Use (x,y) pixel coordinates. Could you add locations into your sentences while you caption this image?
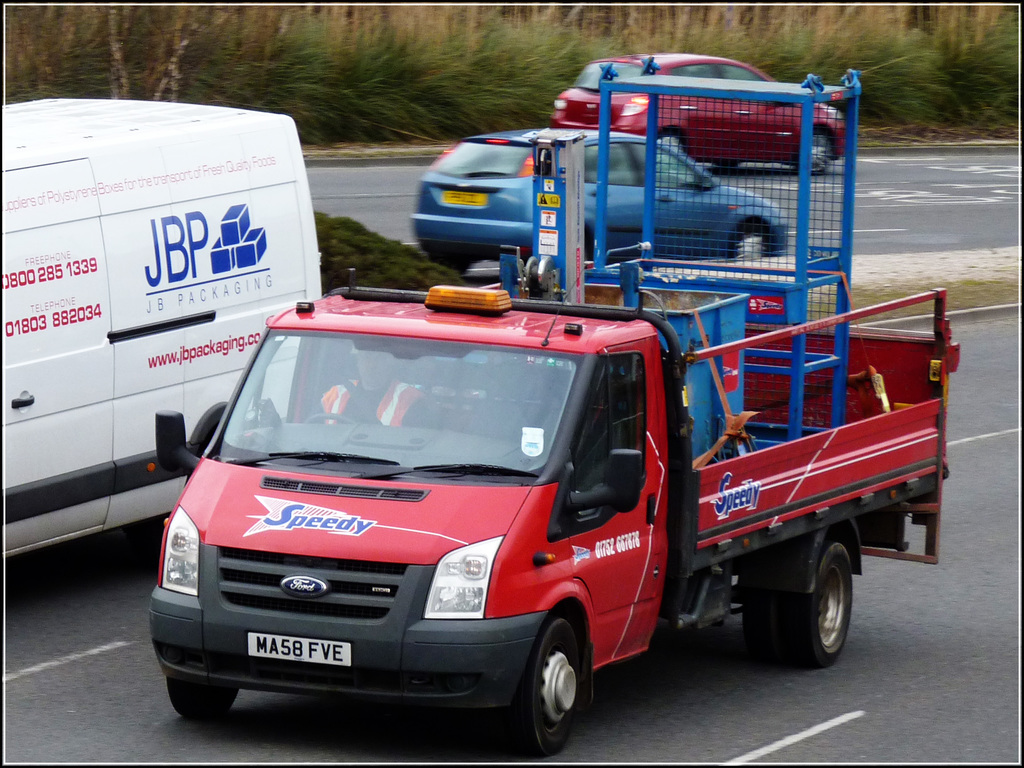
In this image in the foreground (662,553) we can see white truck (259,337) and red truck (484,329) and the red truck (693,578) carrying some loads (804,103).
